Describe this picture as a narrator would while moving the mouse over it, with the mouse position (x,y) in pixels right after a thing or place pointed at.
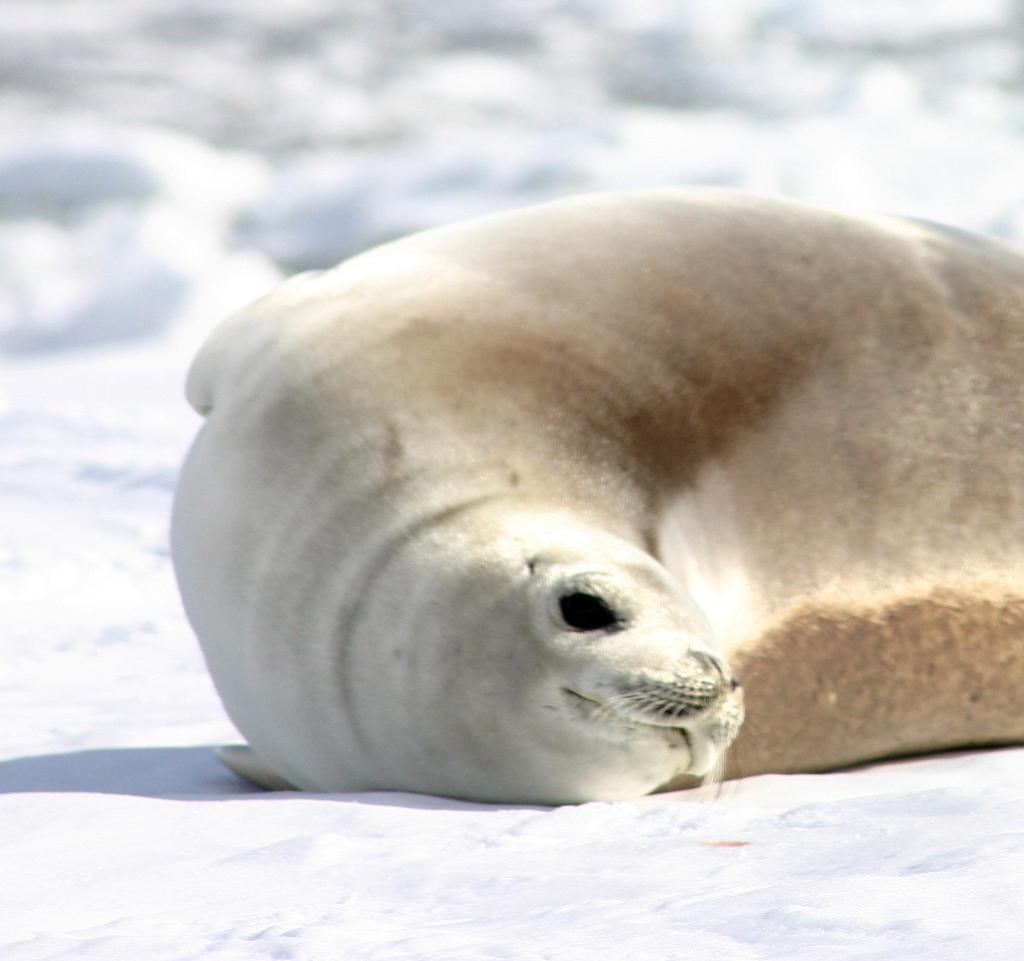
In the center of this picture (611,427) we can see a seal (912,685) seems to be lying on the ground (163,580) and we can see there is a lot of snow (386,184).
